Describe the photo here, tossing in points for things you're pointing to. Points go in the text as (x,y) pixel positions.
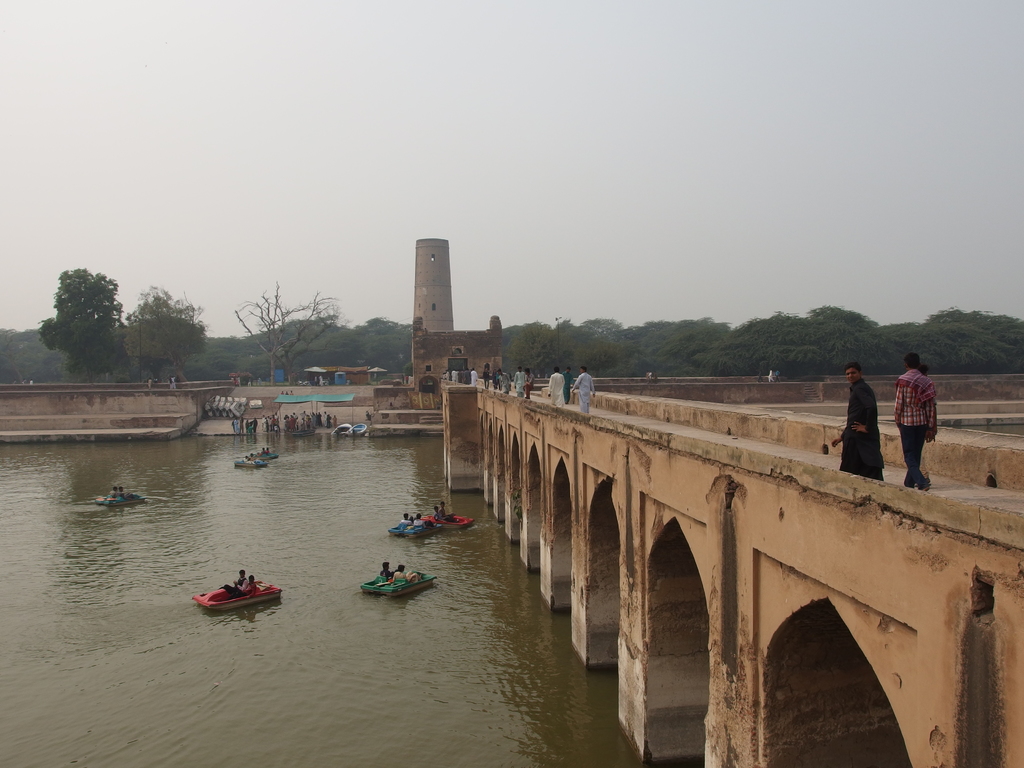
There are people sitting in boats (251,602) and we can see water (262,446) and bridge (691,477). Few people (928,431) walking. In the background (68,368) we can see buildings (428,327), people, trees (140,359) and sky (354,176).
